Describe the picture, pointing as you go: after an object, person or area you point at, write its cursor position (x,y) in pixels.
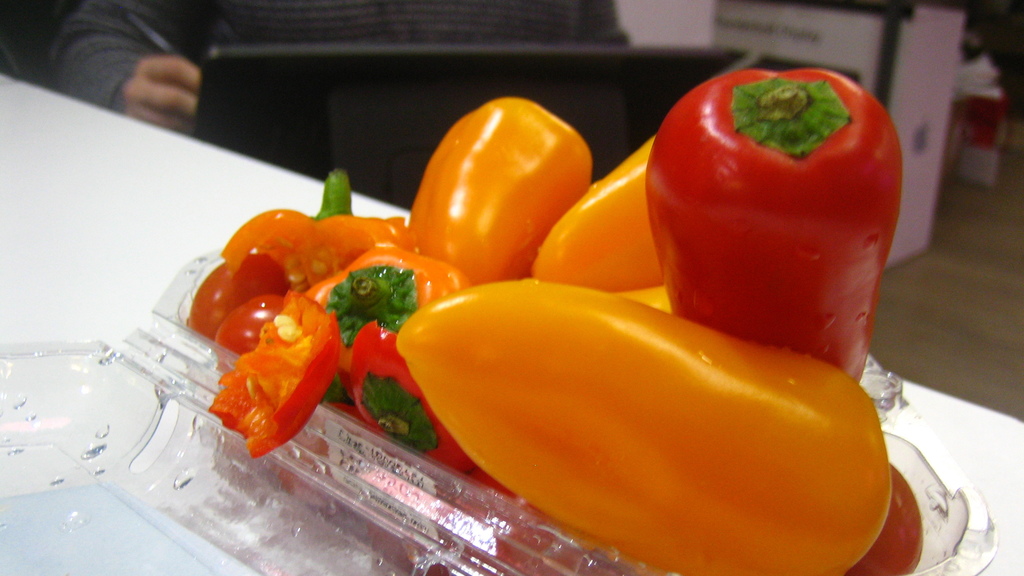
In the picture we can see a desk (166,432), which is white in color on it, we can see a tray (308,483) with capsicums (863,512) which are yellow and red in color and in the background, we can see a person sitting and holding something and besides we can see a wooden floor (929,275).
